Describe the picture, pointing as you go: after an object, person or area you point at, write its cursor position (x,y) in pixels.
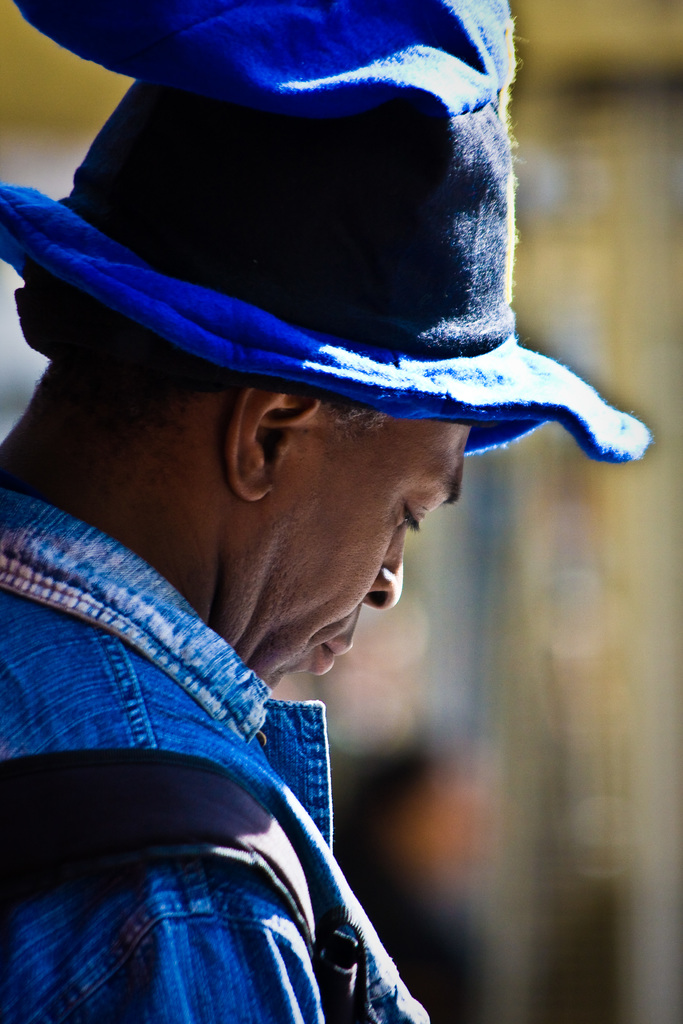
In this image, there is a person (103,611) wearing clothes (215,923) and hat (318,370).
